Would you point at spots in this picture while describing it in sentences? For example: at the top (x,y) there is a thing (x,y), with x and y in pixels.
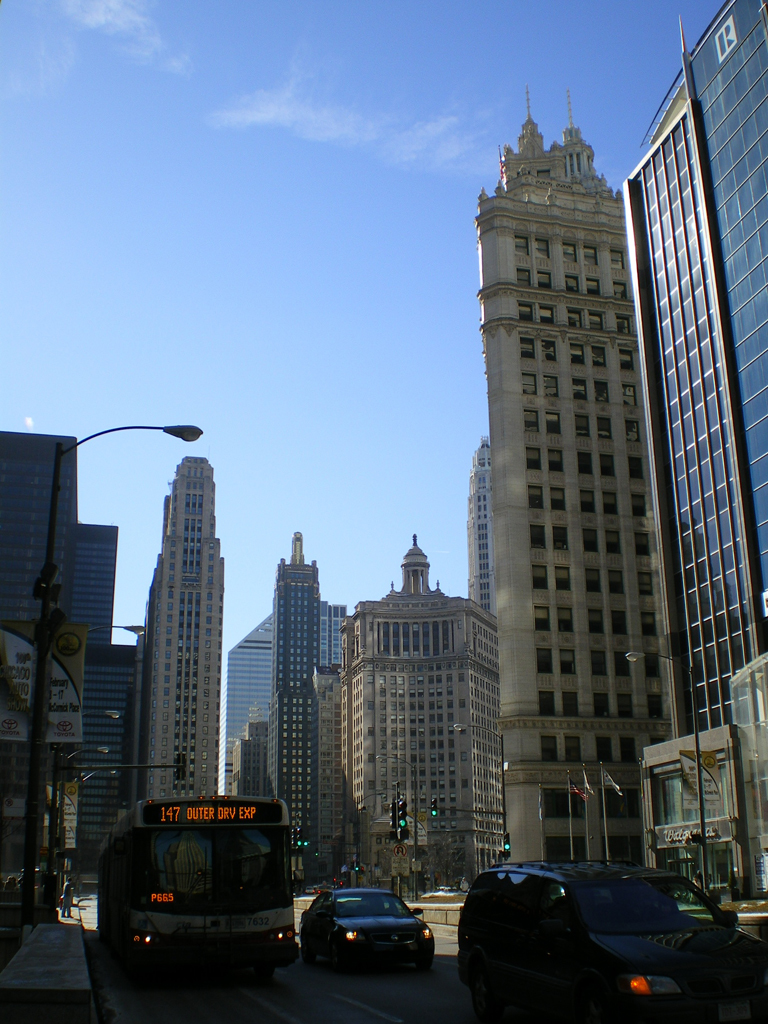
In this image I can see few vehicles (595,957) on the road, background (449,701) I can see few light poles (700,771), traffic signals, buildings (600,424) in white and brown color and the sky (266,97) is in blue color.
